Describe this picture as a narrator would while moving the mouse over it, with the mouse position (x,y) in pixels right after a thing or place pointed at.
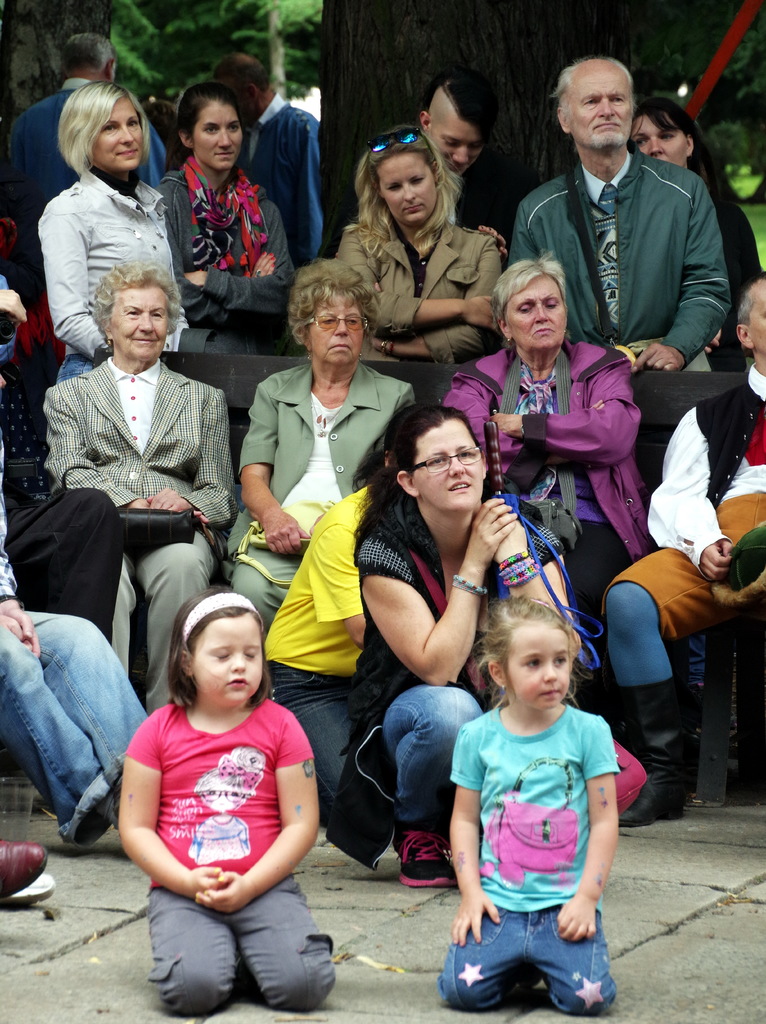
In the foreground of this picture (466,813), there are two girls (294,947) kneel-downing on the ground (376,974). In the background (655,276), there are persons (447,594) sitting, few (655,276) are standing and some of them (418,498) are squatting on the ground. We can also see trees (635,62) and a pole (718,52).
